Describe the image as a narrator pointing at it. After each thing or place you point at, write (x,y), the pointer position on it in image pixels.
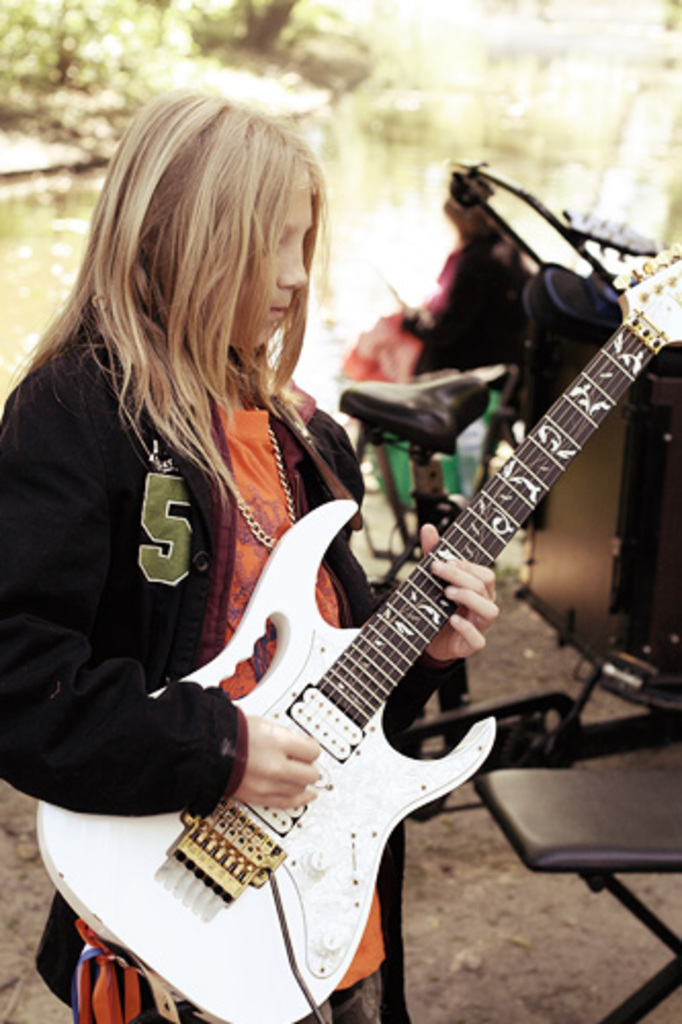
In this image I can see a person (202,485) standing and holding the guitar (420,565). To the left of her there are some objects (604,274) and the trees (137,73).
